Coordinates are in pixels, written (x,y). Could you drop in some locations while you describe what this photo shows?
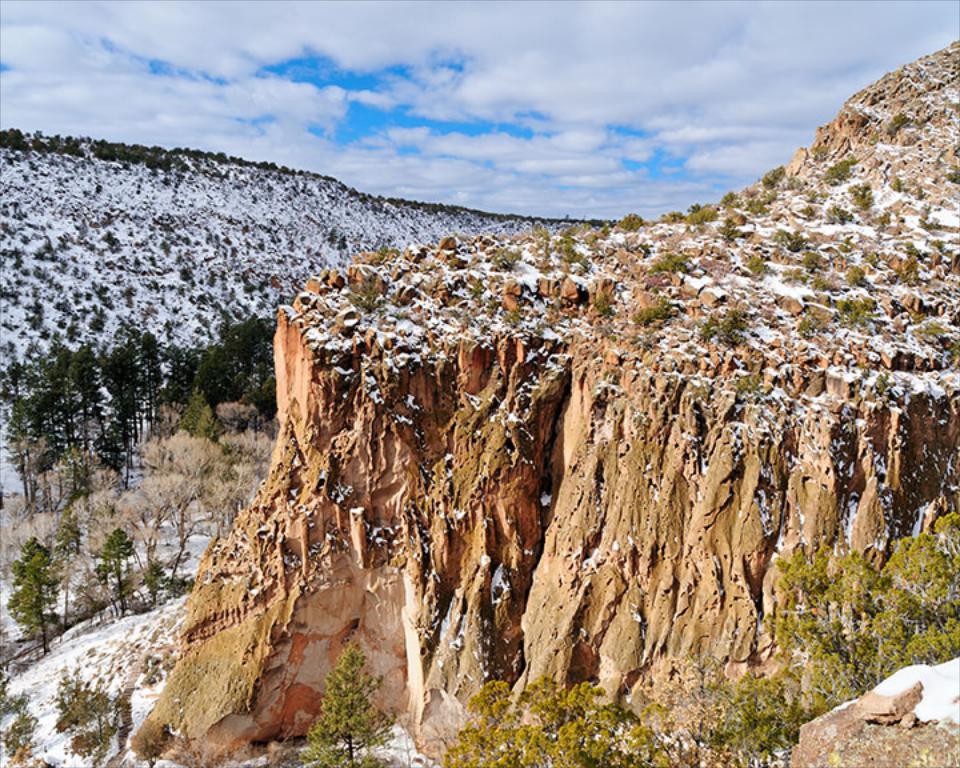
This image is taken outdoors. At the top of the image (528,126) there is a sky (180,62) with clouds (236,66). At the bottom of the image (580,721) there are a few plants (579,708) and trees (911,585). On the right side of the image (745,467) there is a rock (581,600) covered snow (680,304). In the background (204,226) there are a few hills (204,226) covered with snow (238,252). There are many trees (93,716) and plants (63,723) on the ground (141,691).
